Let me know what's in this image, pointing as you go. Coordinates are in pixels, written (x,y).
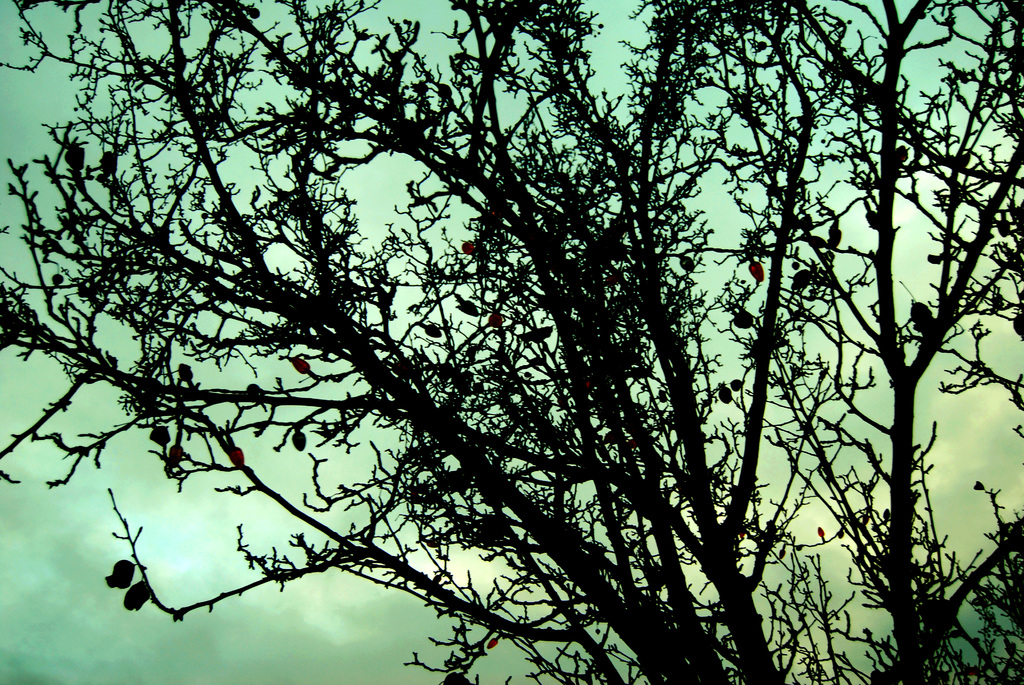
In the center of the image (496,360) we can see tree (703,409). In the background (146,526) there are clouds (160,564) and sky (151,446).
